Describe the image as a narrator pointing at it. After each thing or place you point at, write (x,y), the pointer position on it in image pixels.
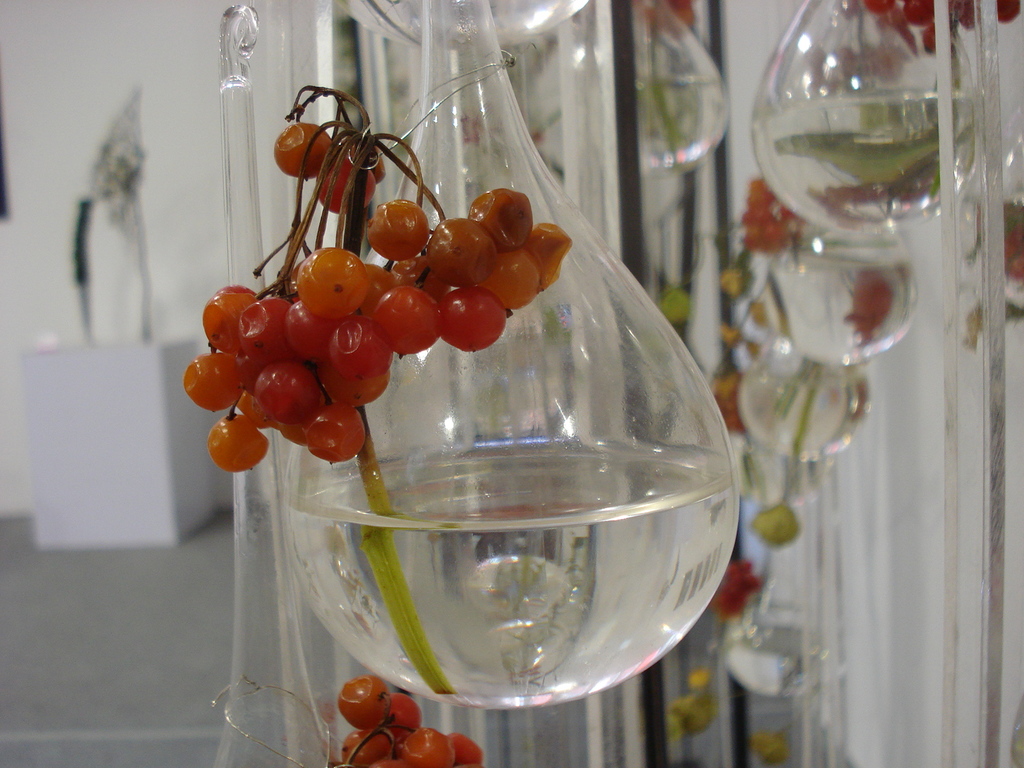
In this picture we can see glasses (407,556) with water (490,460) and fruits (347,344). In the background of the image (183,199) we can see wall (151,155) and objects (150,350).
